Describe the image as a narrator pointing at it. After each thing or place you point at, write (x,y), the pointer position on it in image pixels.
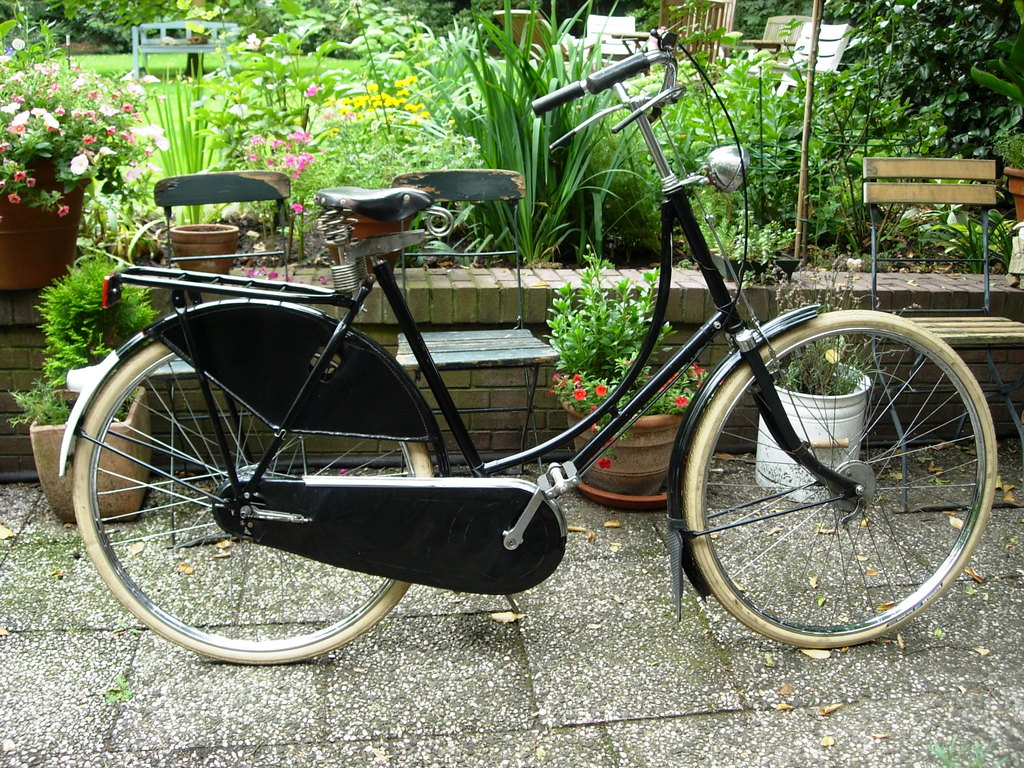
there is a black bicycle (578,422), behind which there are many plants (424,118) and chairs (458,192) are present. behind the plants (165,94) there is grass (166,57) on which a bench (146,40) is present.
